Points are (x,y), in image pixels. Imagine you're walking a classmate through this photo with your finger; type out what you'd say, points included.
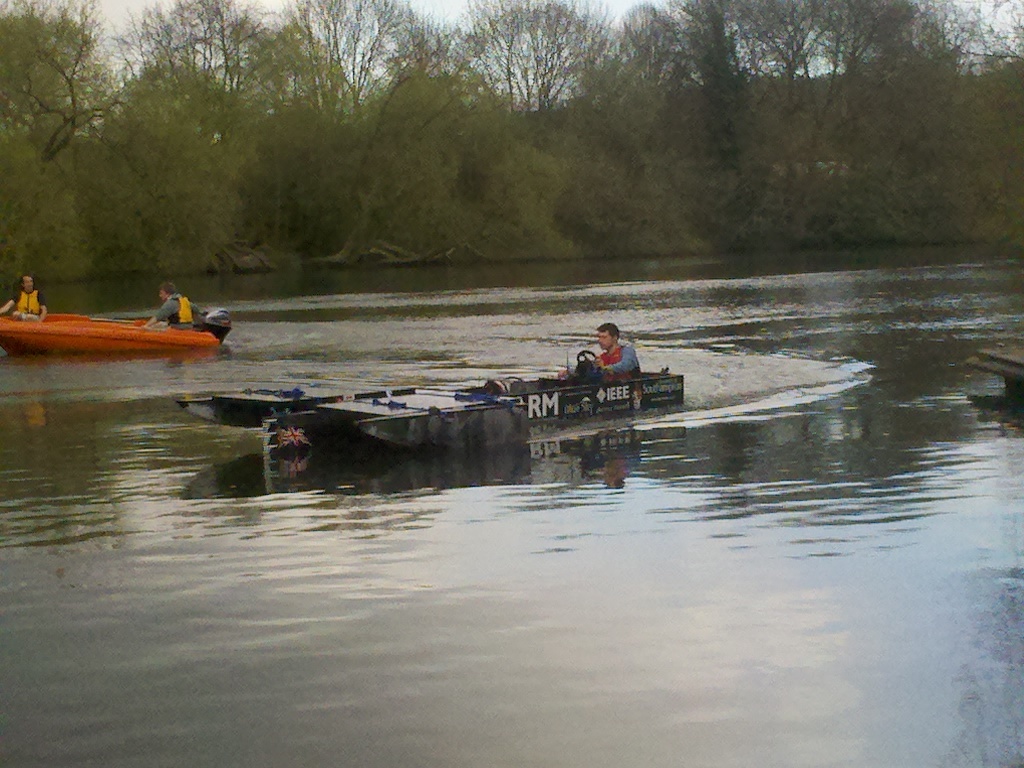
In this image, I can see three persons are boating in the water (806,446). In the background (422,146), I can see trees (476,163) and the sky (512,34). This image taken, maybe in the lake (630,639).
